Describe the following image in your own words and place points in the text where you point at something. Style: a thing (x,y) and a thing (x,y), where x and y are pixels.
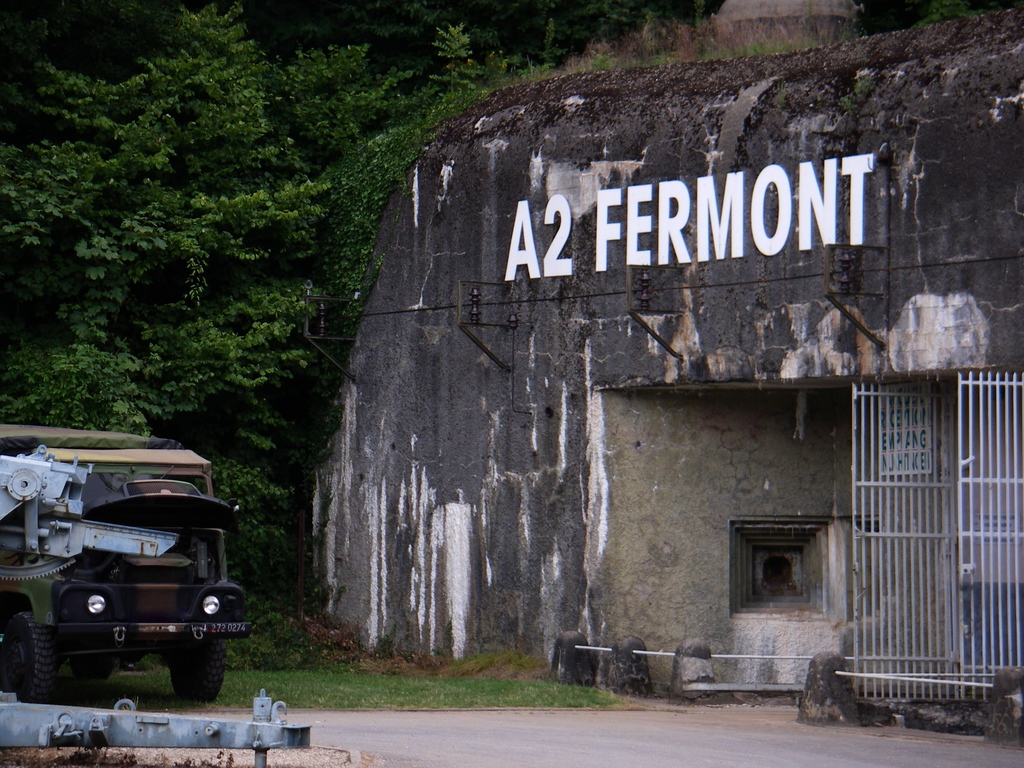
In this image we can see a vehicle (241,635), grass (493,681), grilles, boards (888,418), and wall (528,461). Here we can see something is written on the wall (737,290). In the background (225,205) there are trees (257,144).
